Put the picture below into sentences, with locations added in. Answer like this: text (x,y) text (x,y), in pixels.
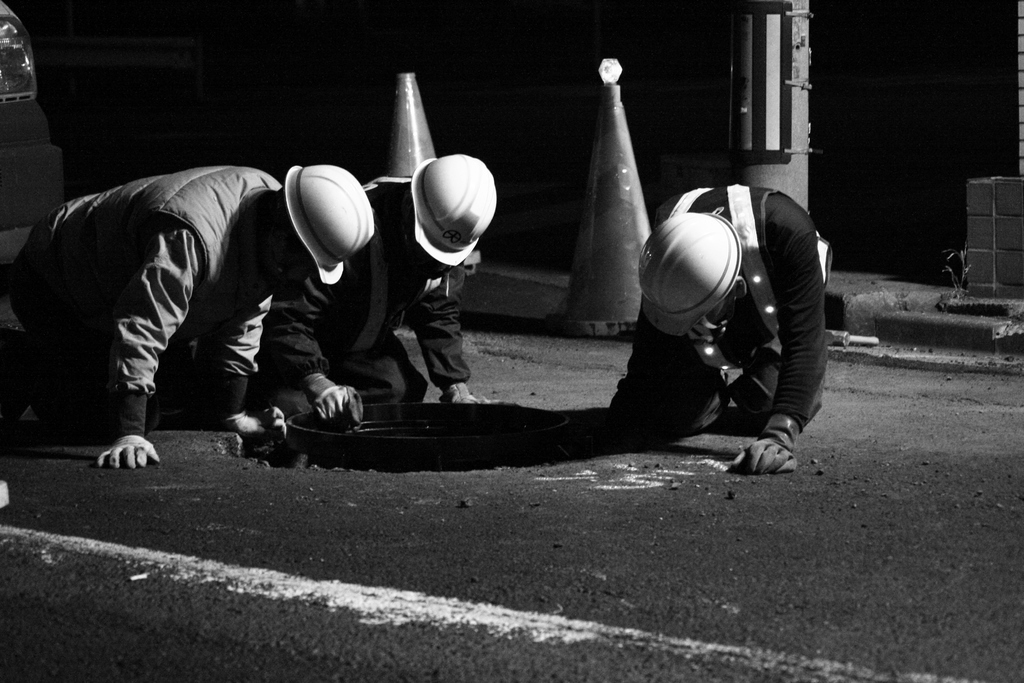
In the image there are three people (747,328) kneeling on the ground (595,516), behind them there are two objects (620,275) in the shape of cones (579,288). It is a black and white image.
